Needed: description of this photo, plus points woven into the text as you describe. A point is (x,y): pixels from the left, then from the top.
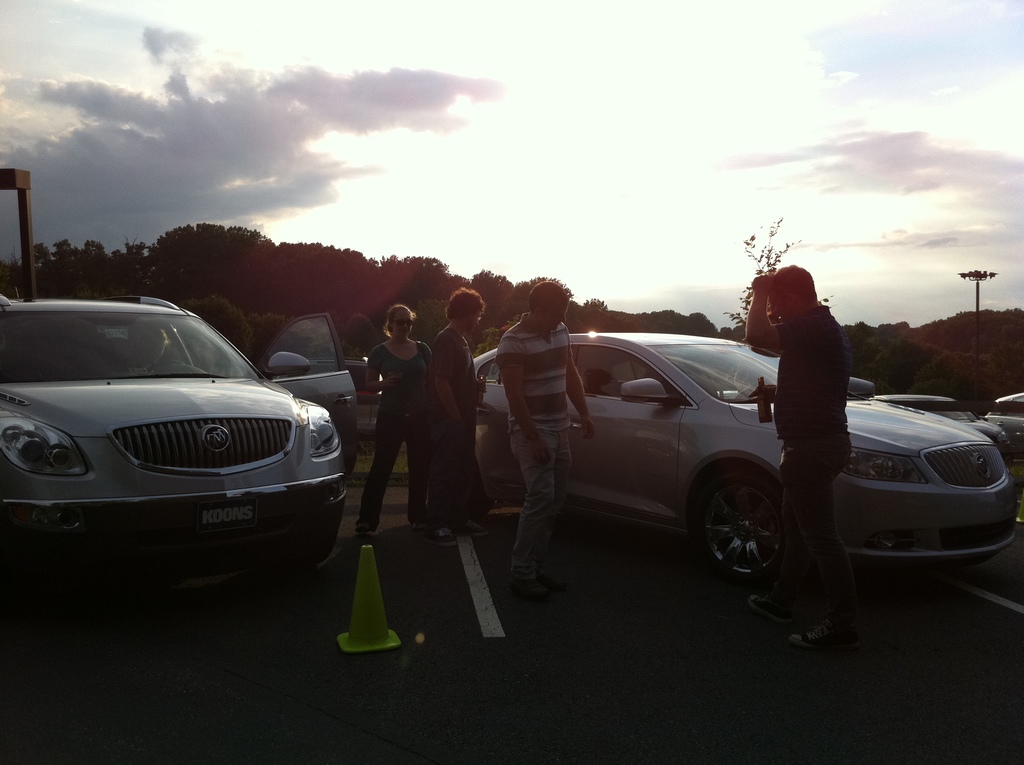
In this image there are three persons (524,410) standing in middle of this image (471,420) and one more person (806,465) standing at right side of this image (802,448) is holding one bottle (761,417). There is one car (712,397) at right side of this image (743,462) and one more car (202,499) is at left side of this image (181,406). There are some trees (954,357) in the background (601,311) and there is one pole (974,368) at right side of this image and there is a sky (572,142) at top of this image (572,142).
